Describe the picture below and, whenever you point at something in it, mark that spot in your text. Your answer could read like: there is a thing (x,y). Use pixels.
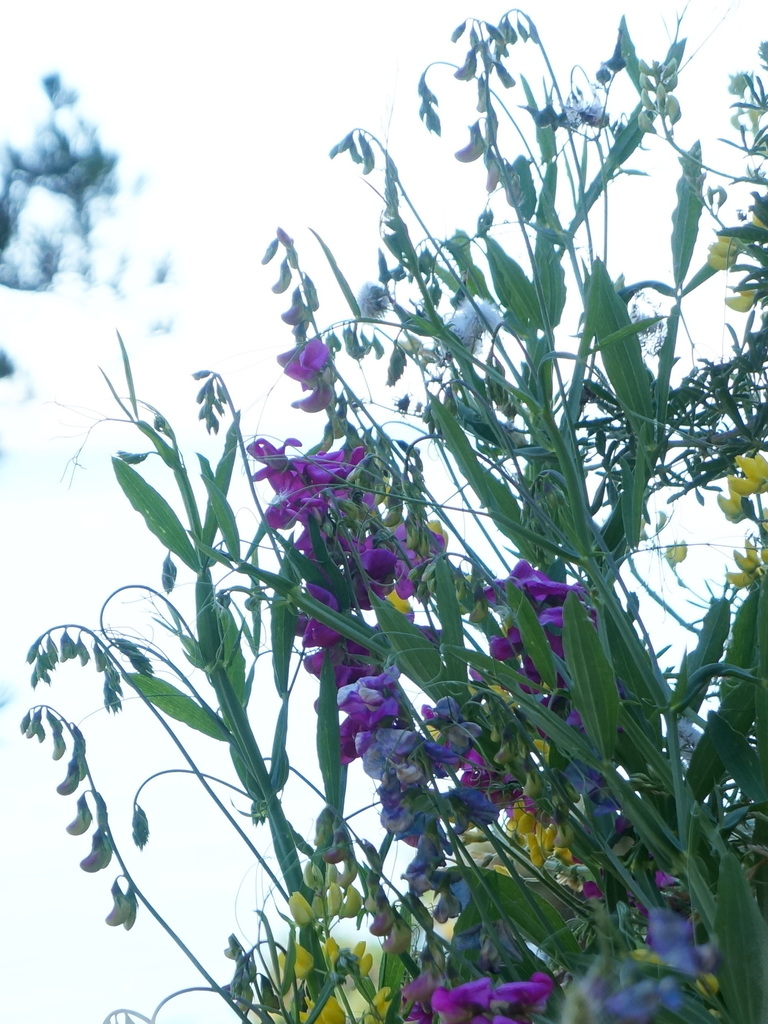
In the center of the image (385,455) we can see plant (595,554), flowers (552,630), leaves (511,689), buds (511,729). In the background (200,292) the image is blur.
